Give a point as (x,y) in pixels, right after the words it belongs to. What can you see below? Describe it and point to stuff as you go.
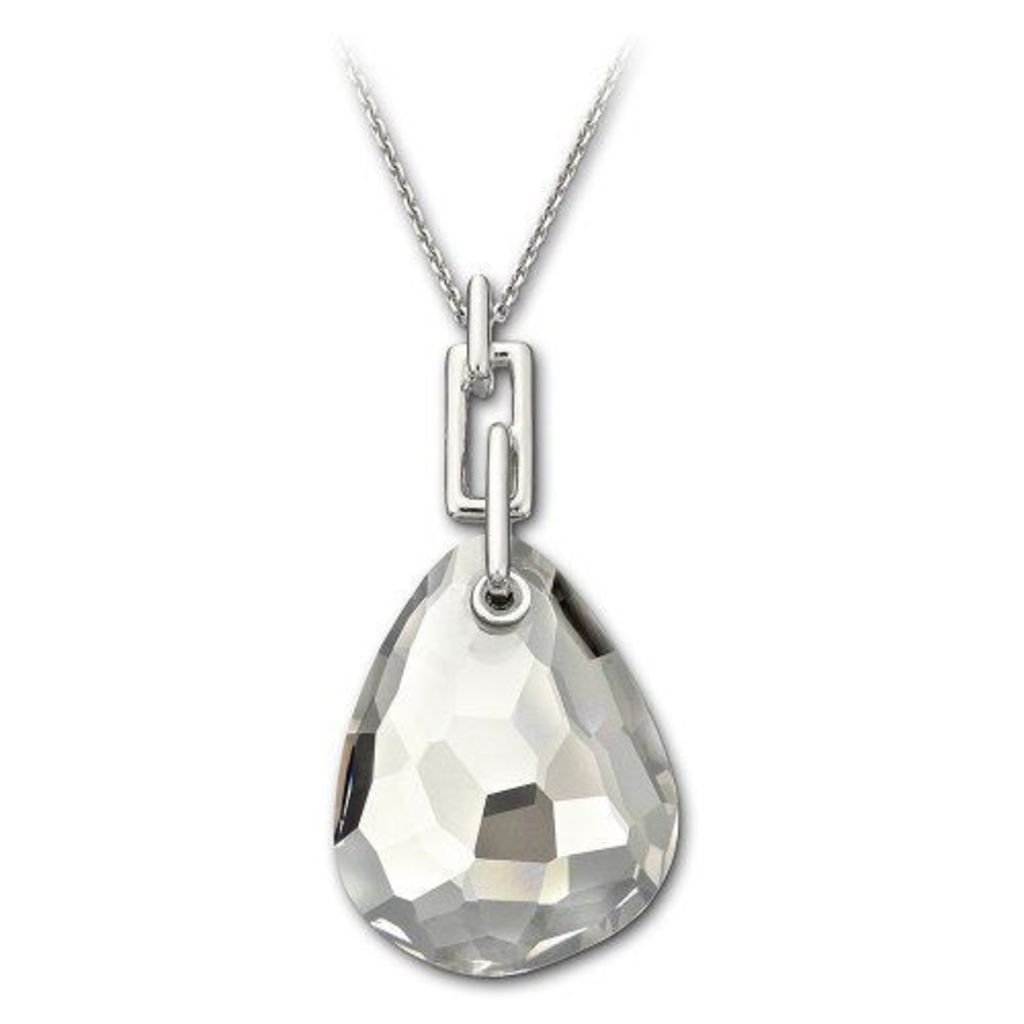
In the picture there is a locket (464,761) in the shape of an almond to a chain (449,461).
